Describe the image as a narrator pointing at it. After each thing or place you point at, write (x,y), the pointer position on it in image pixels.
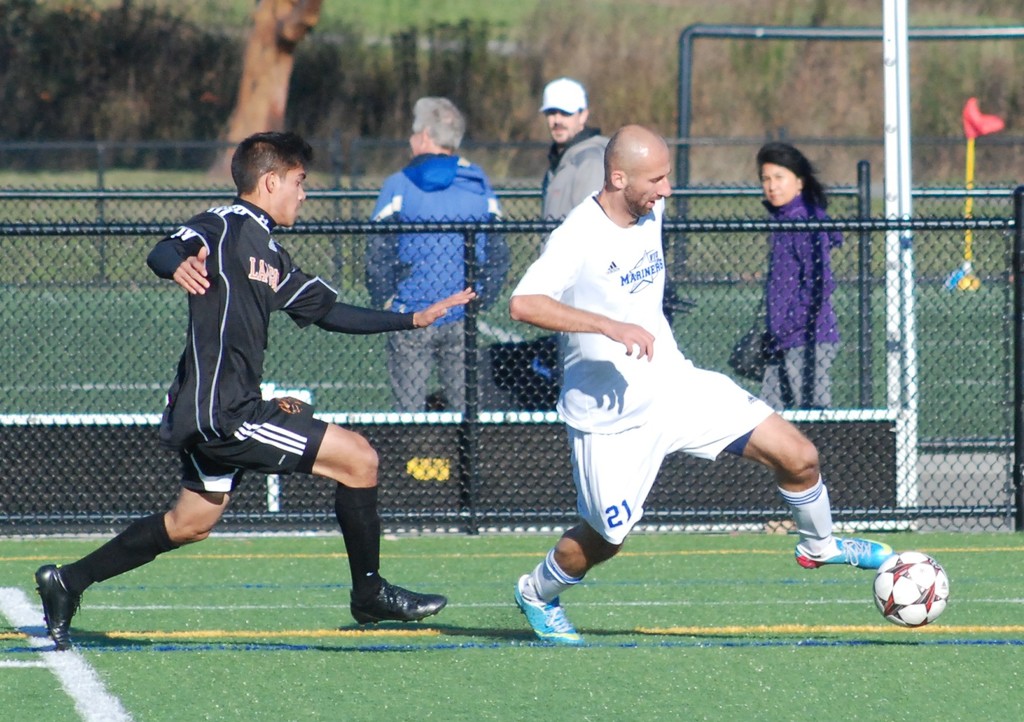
In photo is taken inside a playground (262,587). There are two player (667,358) wearing black jersey (242,248) and white jersey (643,320) are playing football. The player (574,419) wearing white is hitting the football (896,578). Around the field (834,590) there is barricade (375,295). Beside it three persons (411,190) are standing. In the background (494,62) there are trees (321,42).
